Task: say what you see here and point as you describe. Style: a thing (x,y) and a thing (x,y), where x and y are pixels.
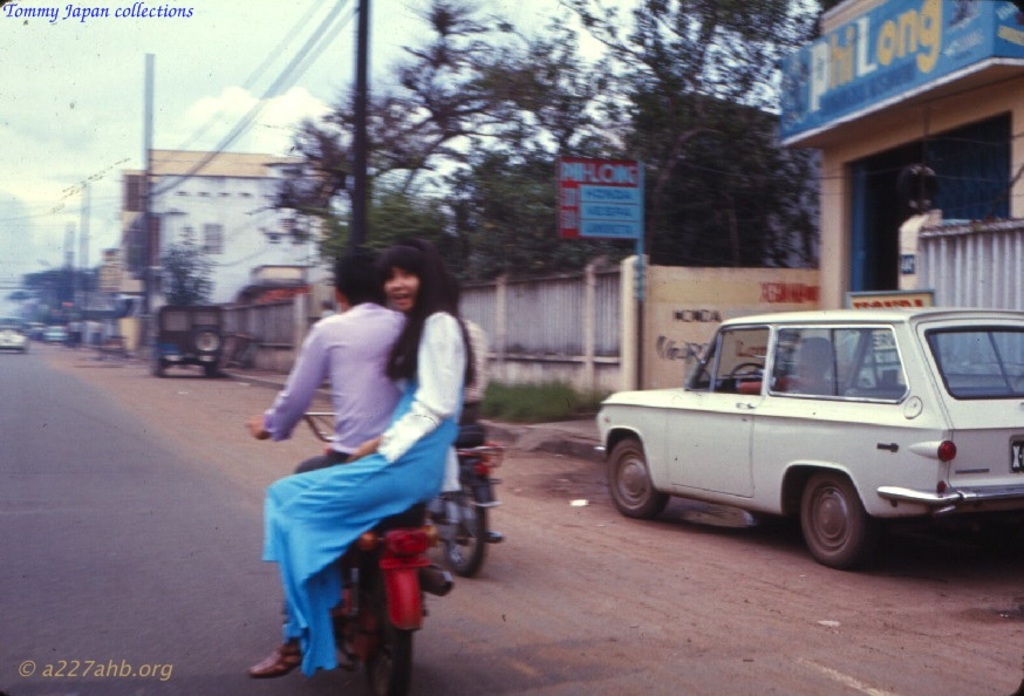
In this image, we can see people (442,437) are riding vehicles (468,558). At the bottom (177,649), there is a road (177,649). In the background (612,140), we can see trees (772,220), walls (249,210), houses (978,215), poles (146,322), wires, vehicles (157,329), banner (901,77), boards (868,103), grass (514,406) and sky (396,75). On the left side of the image (122,659), we can see the watermarks (124,674).
